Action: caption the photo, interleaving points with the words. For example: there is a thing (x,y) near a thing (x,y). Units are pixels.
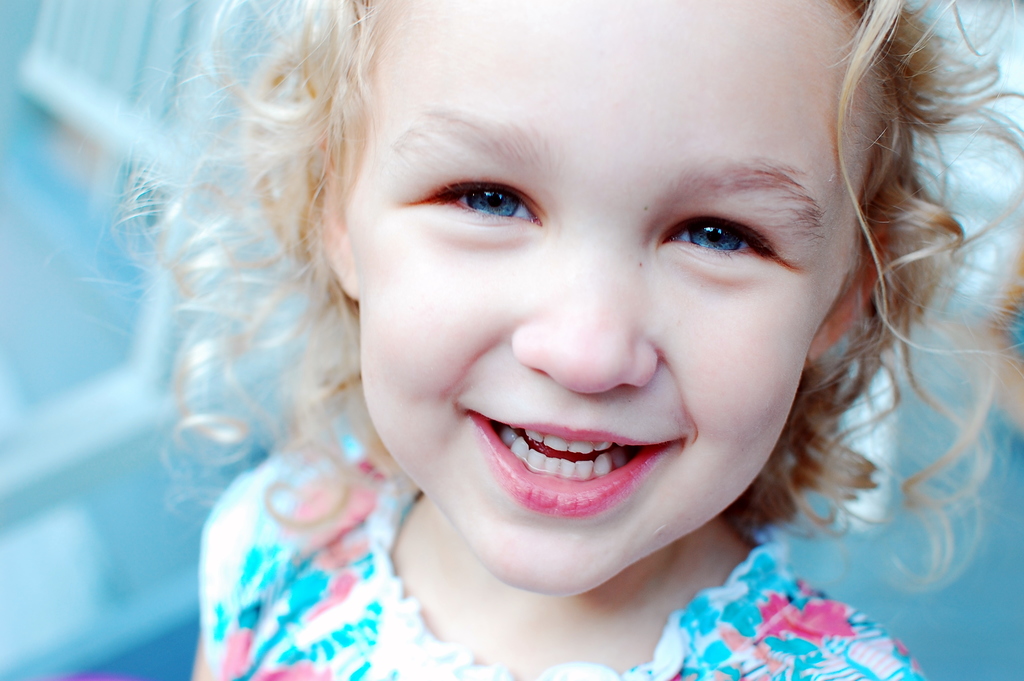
In this image we can see a little girl (482,448) with a smile (575,479).
